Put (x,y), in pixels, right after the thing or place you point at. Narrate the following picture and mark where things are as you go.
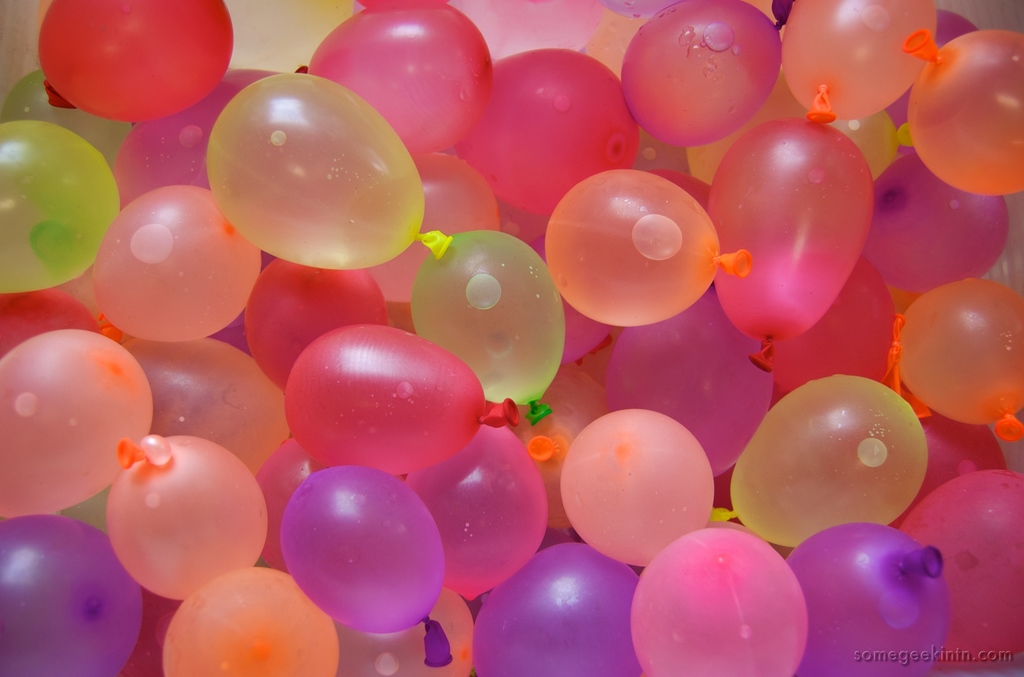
In this picture, we can see many balloons (699,344) filled with water (658,170), and we can see the background.
